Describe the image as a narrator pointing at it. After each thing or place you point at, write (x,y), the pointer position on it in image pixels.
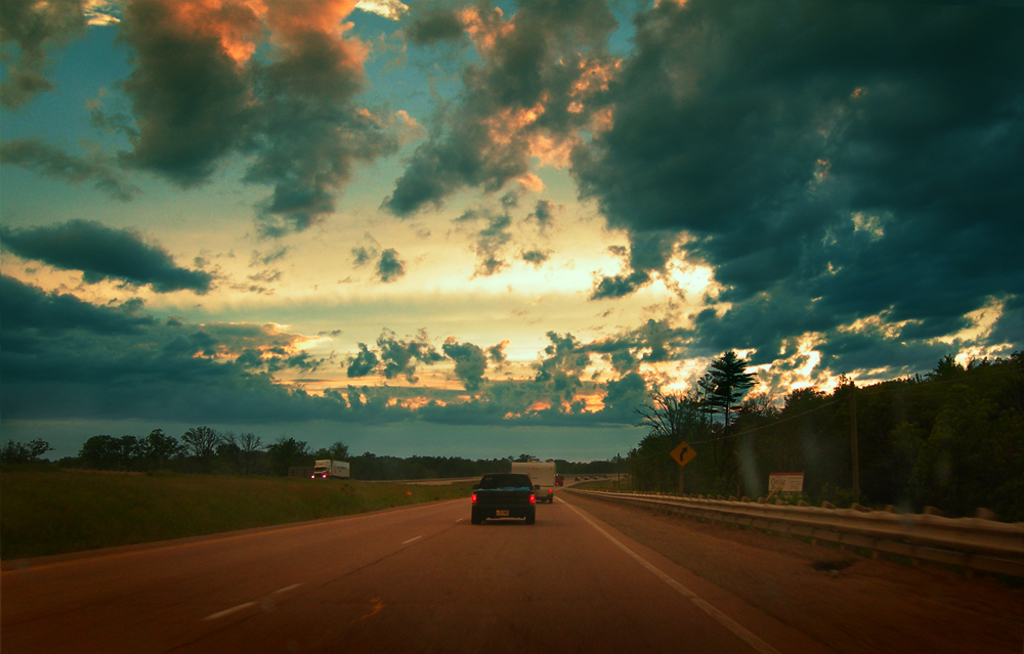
In this image we can see some vehicles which are moving on road (546,516), there are some signage boards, divider (723,506), there are some trees (405,466) on left (206,456) and right side of the image (742,360) and top of the image (503,133) there is cloudy sky (479,255) and clouds (47,336) are in blue and orange color.
